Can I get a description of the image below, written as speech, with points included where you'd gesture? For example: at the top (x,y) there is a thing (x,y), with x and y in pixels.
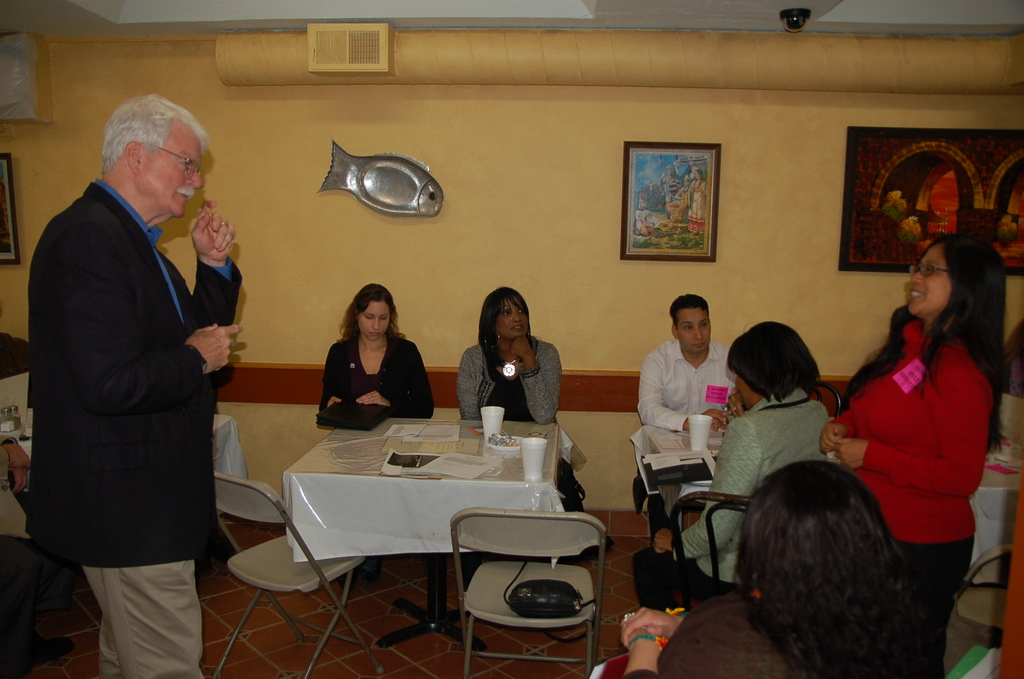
This picture is clicked inside a room (780,288). There are people (744,420) sitting on chairs (672,509) at the table (542,491). On the table (470,479) there papers (445,455) and glasses (696,430). The man (172,416) to the left corner (188,411) and the woman (898,445) to the right (912,442) are standing and seem like they speaking to each other. On the wall (504,118) there are picture frames (875,203) hanging. In the background (610,168) there is wall (491,127).
